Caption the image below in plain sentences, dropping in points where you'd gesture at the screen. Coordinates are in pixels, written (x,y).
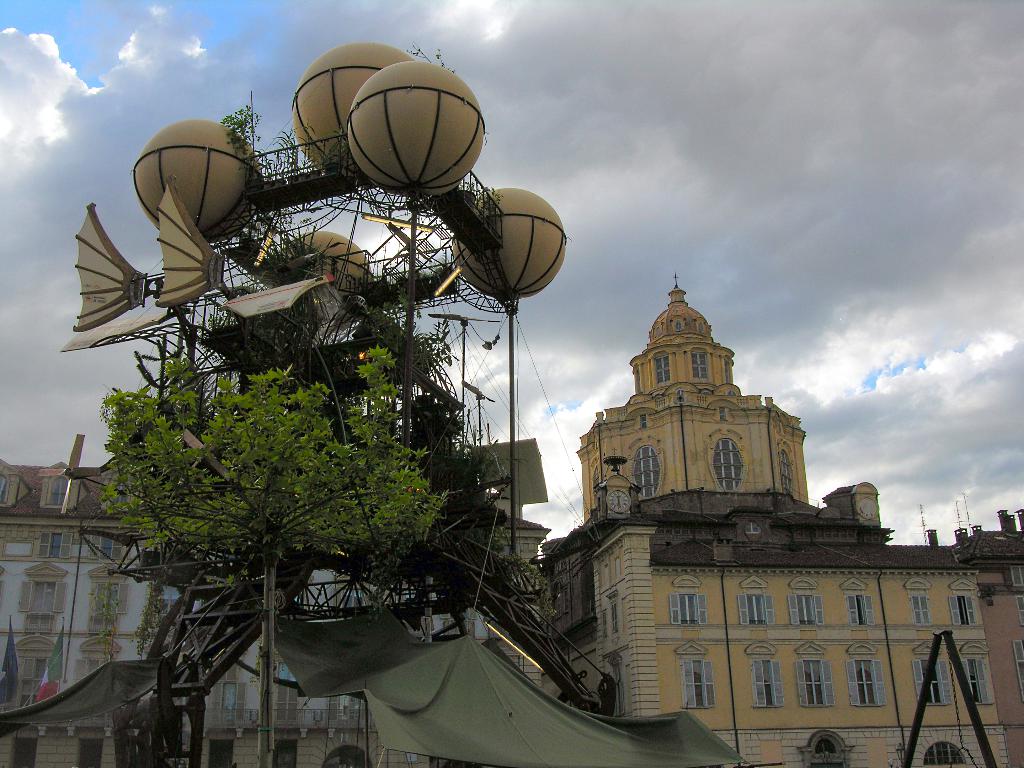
In the image there are huge buildings (646,653) and in the front (369,307) there is a giant object (277,335) and there is a tree (312,499) in front of that object (331,406).
